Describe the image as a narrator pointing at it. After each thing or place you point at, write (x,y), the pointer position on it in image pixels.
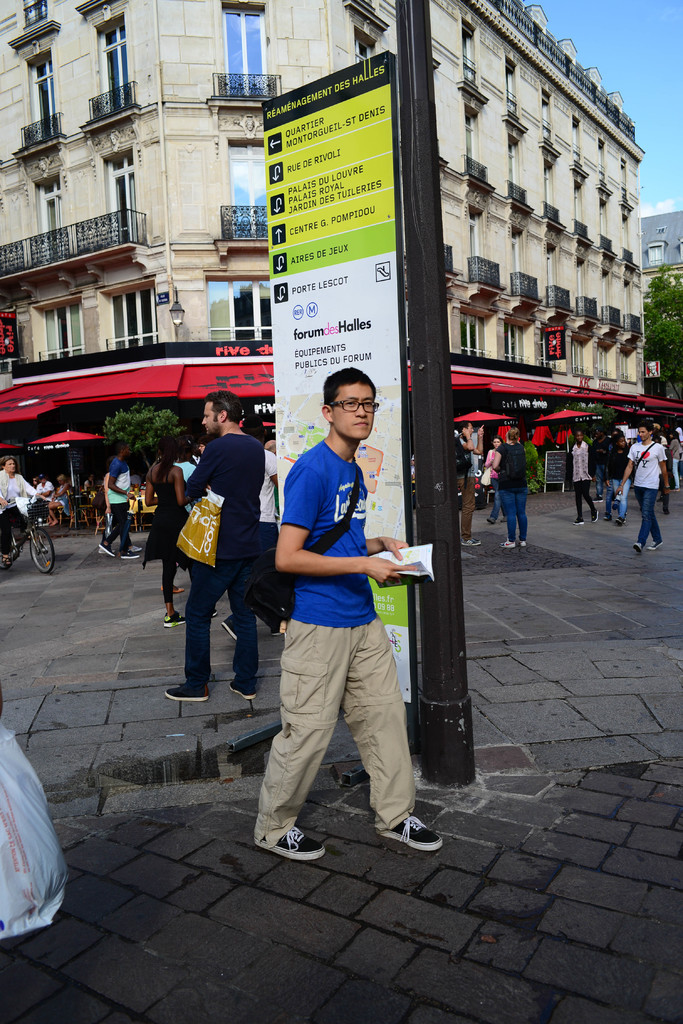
This image is clicked outside. There is building (35,146) in the middle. There are so many people (342,445) in the middle (268,469). Some are walking, some are riding cycles (52,539). The one who is on the front (290,781) is holding a book (431,580). There is a board (327,198) behind him. There are trees (655,288) on the right side (675,316). There is the sky (623,38) in the top right corner (653,118).
